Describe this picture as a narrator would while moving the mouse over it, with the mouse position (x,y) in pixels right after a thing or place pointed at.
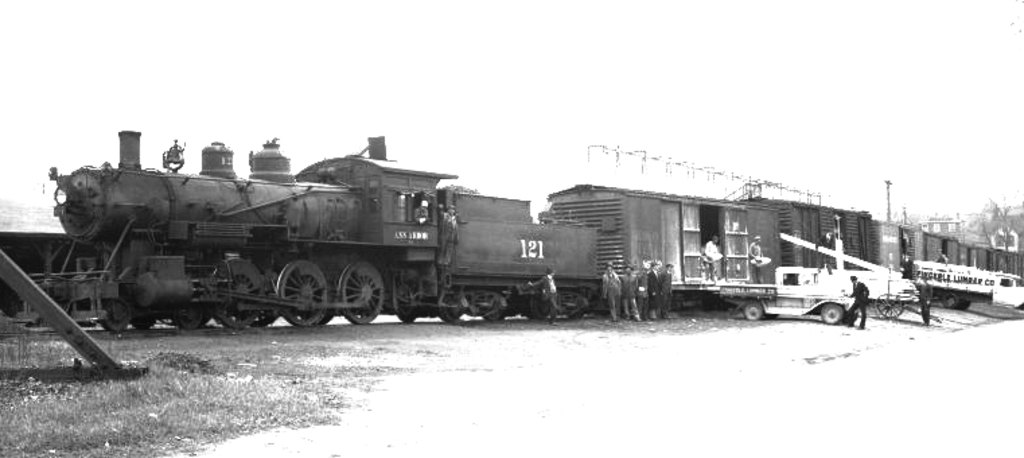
In this image there is a train (319,244), there are persons (612,283) standing, there are vehicles (847,302), there is grass (60,391) towards the left of the image (51,378), there is an object (21,286) towards the left of the image (15,270), there is ground (732,387) towards the bottom of the image (858,357), there is a pole (890,194), there are buildings (936,222) towards the right of the image (949,226), there are trees (998,229) towards the right of the image (1019,231), the background of the image (782,88) is white in color.
